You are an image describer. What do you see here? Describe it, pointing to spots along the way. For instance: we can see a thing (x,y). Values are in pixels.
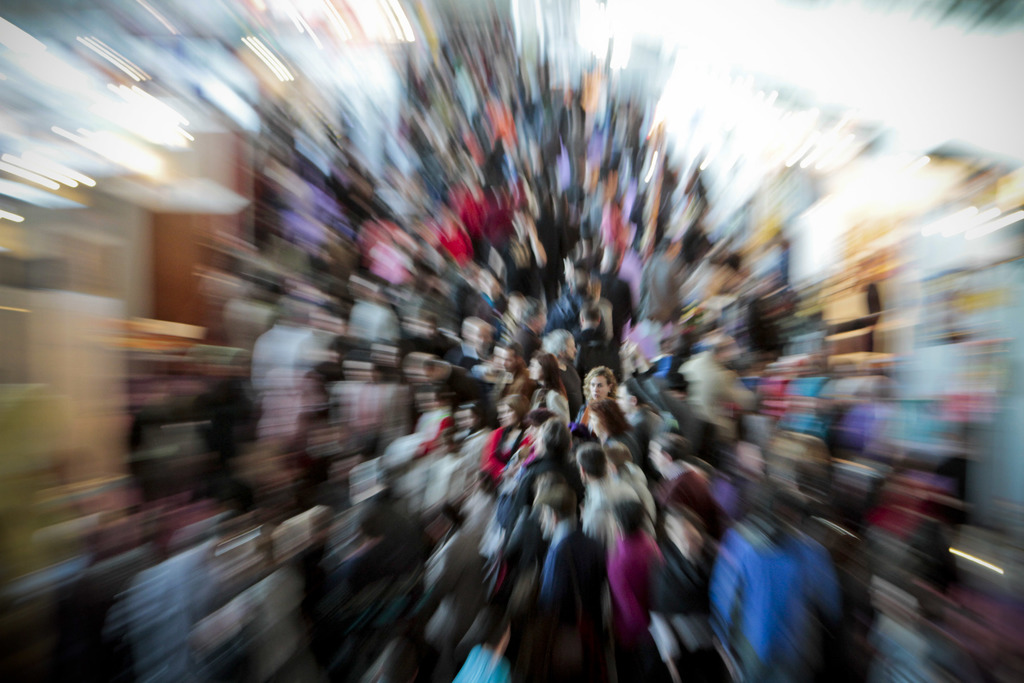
In this picture we can see a group of people (329,402). Behind the people (307,358), there is the blurred background (191,82).
